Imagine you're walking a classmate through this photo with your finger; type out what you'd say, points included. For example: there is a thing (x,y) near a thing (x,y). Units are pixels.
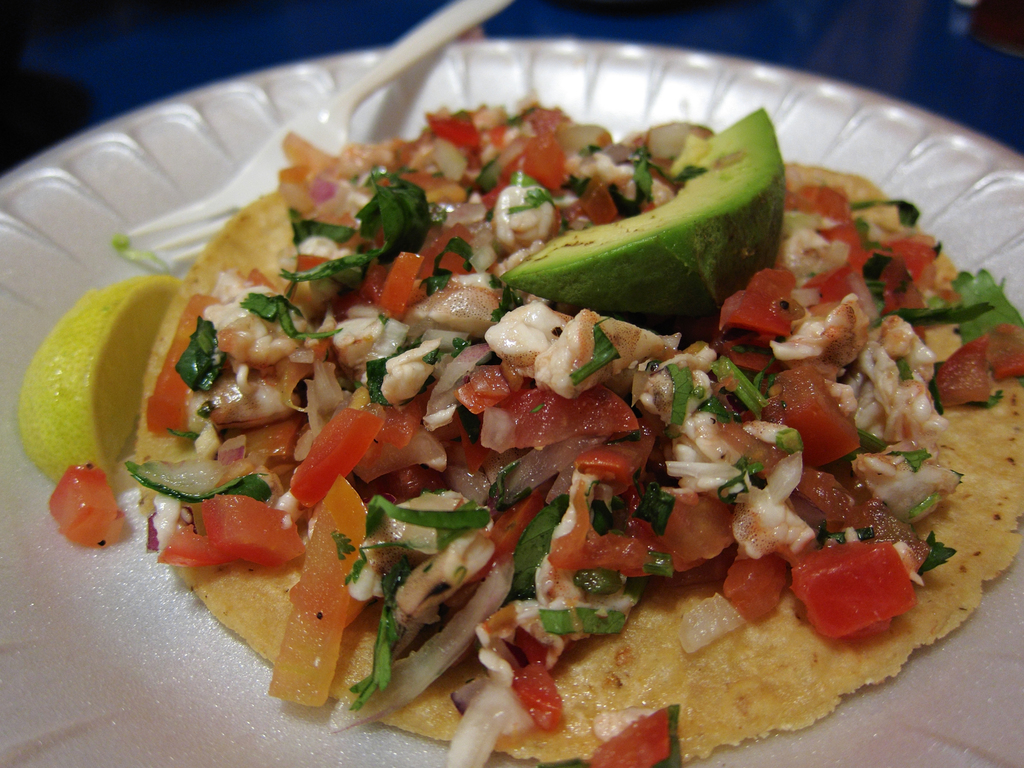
In this picture I can see a white color plate (76,170), on which there is food (329,447) which is of white, green, red and cream color and I see a piece of lemon (150,277). I can also see a fork (156,228) on the plate (154,196).
